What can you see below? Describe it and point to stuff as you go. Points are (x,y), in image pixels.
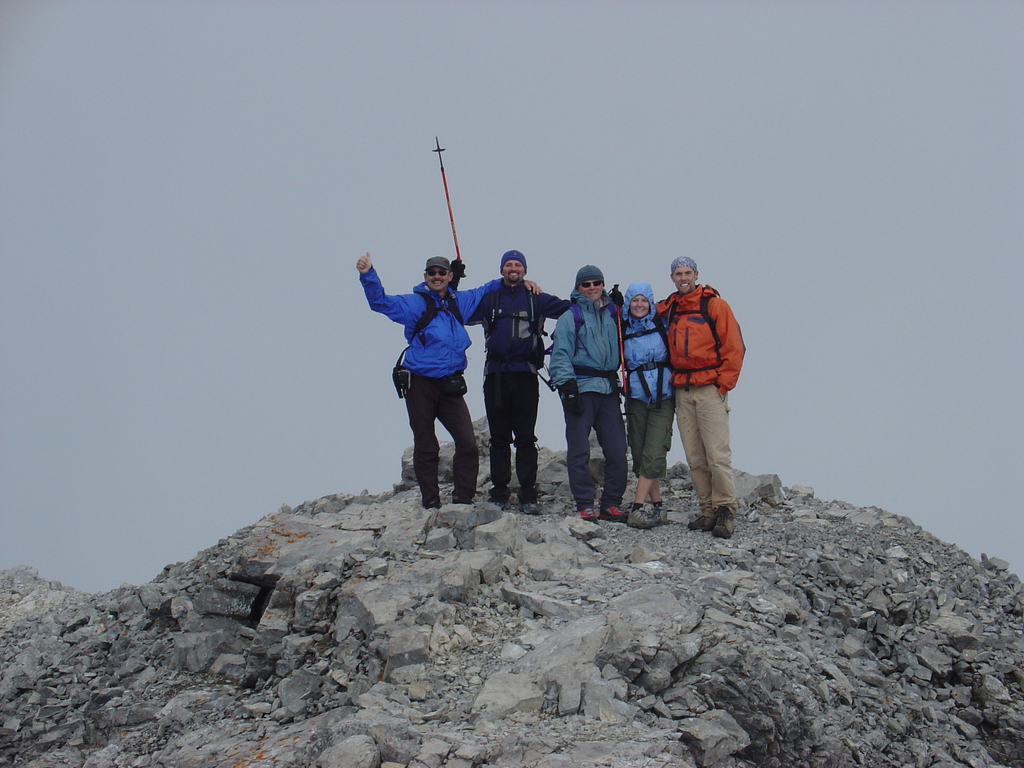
In this image I can see five persons (507,374) wearing jackets (420,344), pants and caps (586,270) are standing on the rock mountain (534,607) which is black and ash in color. In the background (884,319) I can see the sky (779,145).
